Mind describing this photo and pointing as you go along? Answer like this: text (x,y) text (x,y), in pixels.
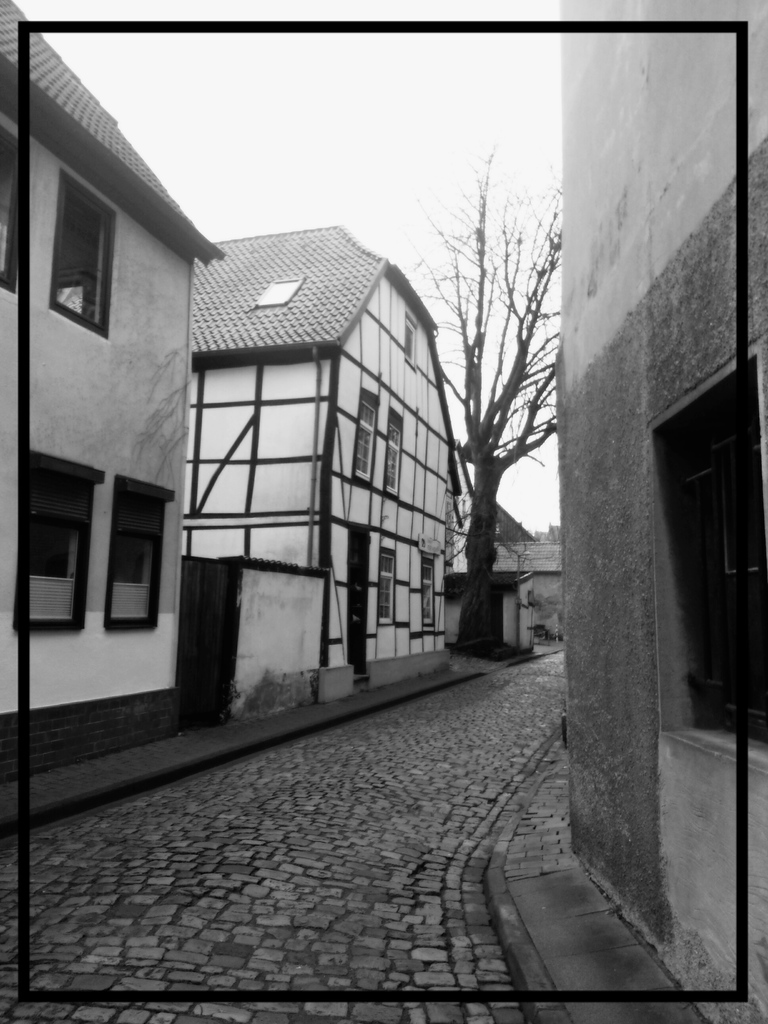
This is a black and white image. In the background of the image (550,600) there are houses (339,414), trees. At the center of the image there is a pavement (425,709). At the top of the image (432,93) there is sky (405,66).
